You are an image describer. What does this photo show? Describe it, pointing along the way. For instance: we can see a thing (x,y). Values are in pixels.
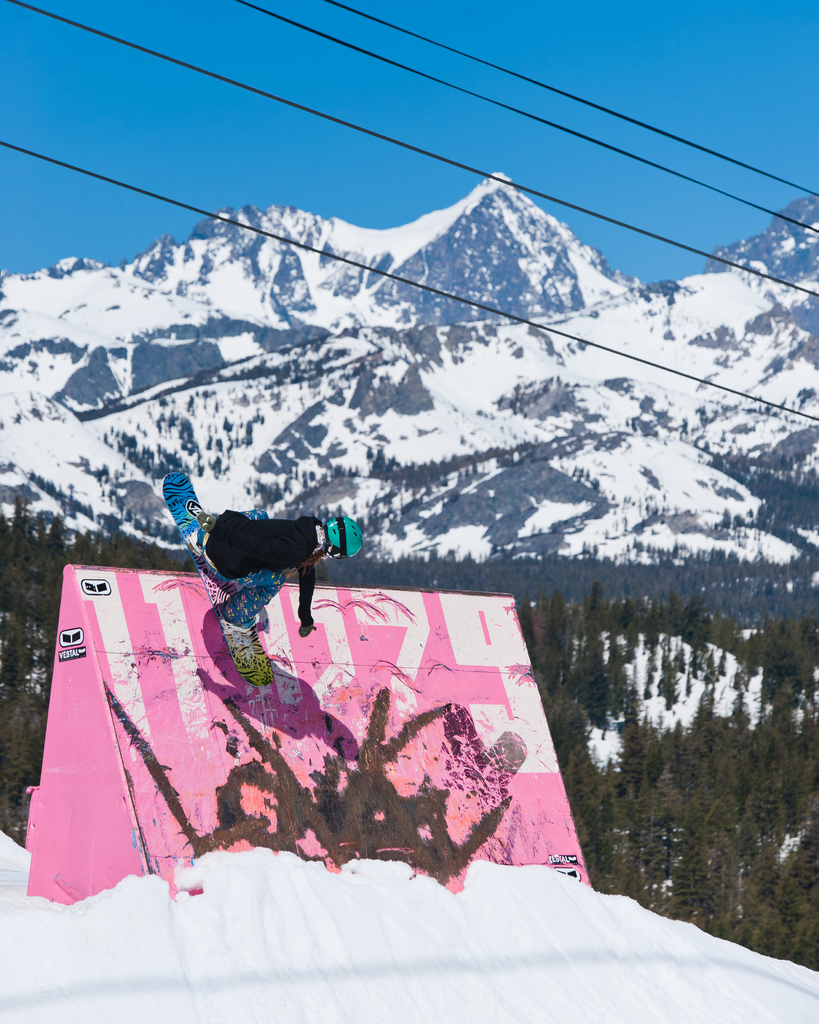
In this image we can see a person (259,582) wearing the helmet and skating on the pink color board (270,697). In the background (582,243) we can see the mountains (543,244) and also the trees (714,600). We can also see the snow (254,969). At the top (367,56) we can see the sky (404,52) and also the wires (363,52).
